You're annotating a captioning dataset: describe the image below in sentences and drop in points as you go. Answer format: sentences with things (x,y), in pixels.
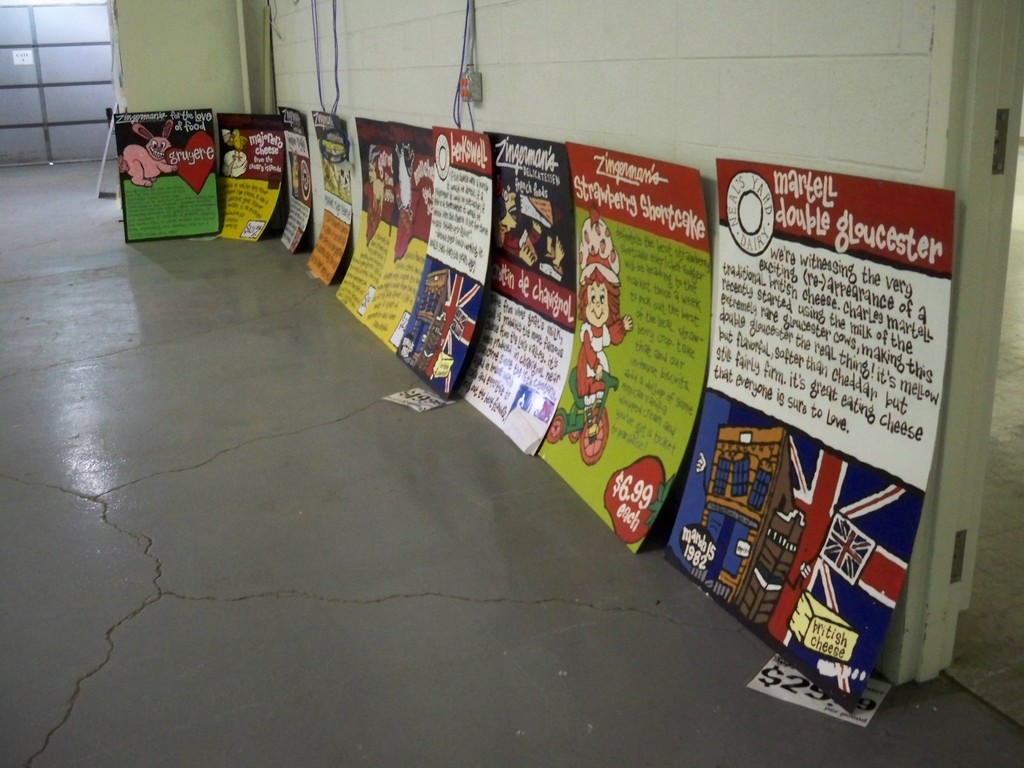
In this image we can see so many posters (761,388). There is a floor (220,572) at the bottom of the image (492,733). There is a wall (872,46) at the top of the image (609,42).
